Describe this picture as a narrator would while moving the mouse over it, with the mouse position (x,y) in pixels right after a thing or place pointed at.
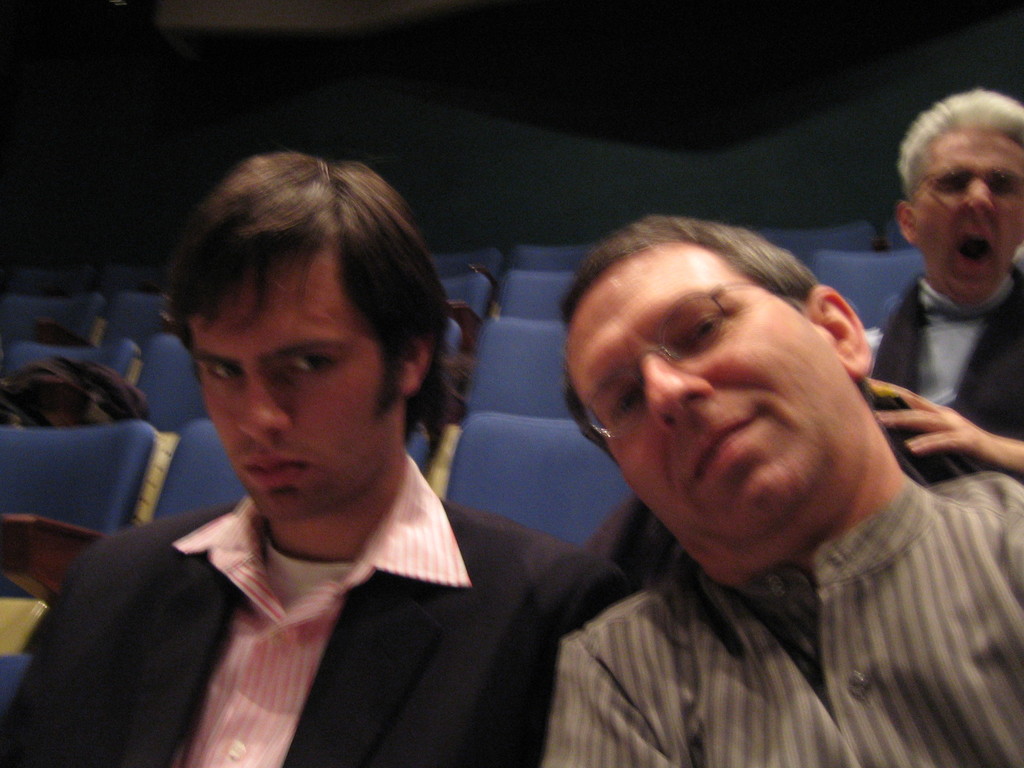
In this picture there is a man (866,472) who is wearing spectacle (619,380) and shirt (837,675), beside him there is another man (319,554) who is wearing blazer (462,679) and pink shirt (257,667). Both of them were sitting on the chair (12,542). In the top right (957,182) there is another man (974,171) who is doing yawning.
